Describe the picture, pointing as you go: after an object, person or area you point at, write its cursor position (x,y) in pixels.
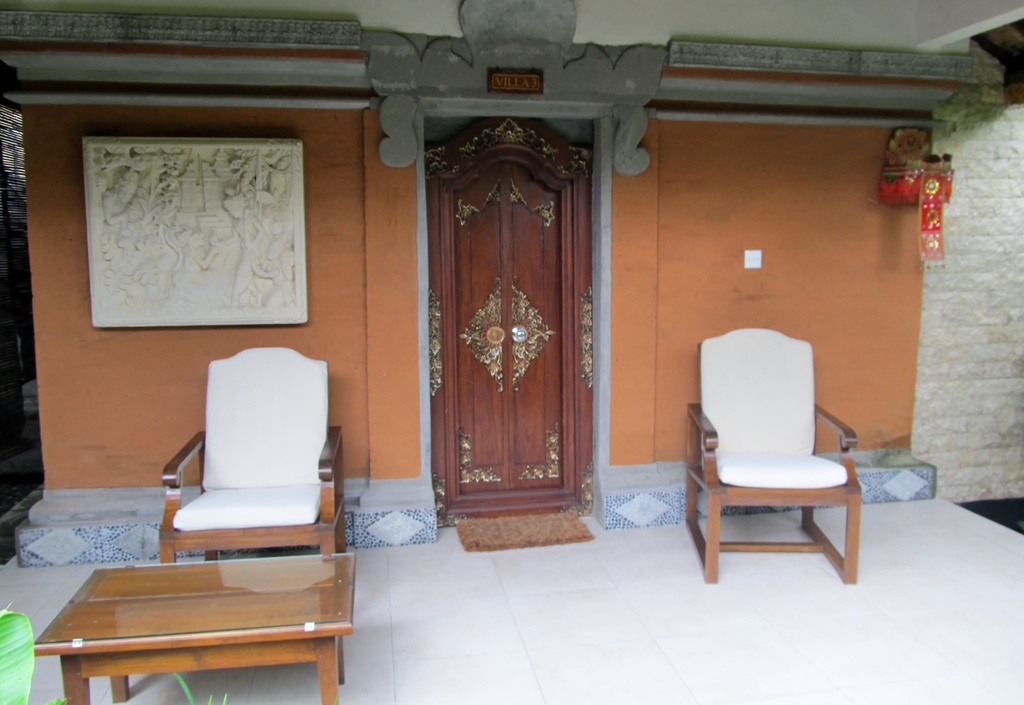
In this image we can see the door (530,175). And we can see the two chairs (786,458). And on the left (191,172) we can one painting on the wall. And in the top right corner (911,165) we can see one object (933,217). And we can see the doormat (506,537). And we can see the floor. And we can see the plants (26,628).
